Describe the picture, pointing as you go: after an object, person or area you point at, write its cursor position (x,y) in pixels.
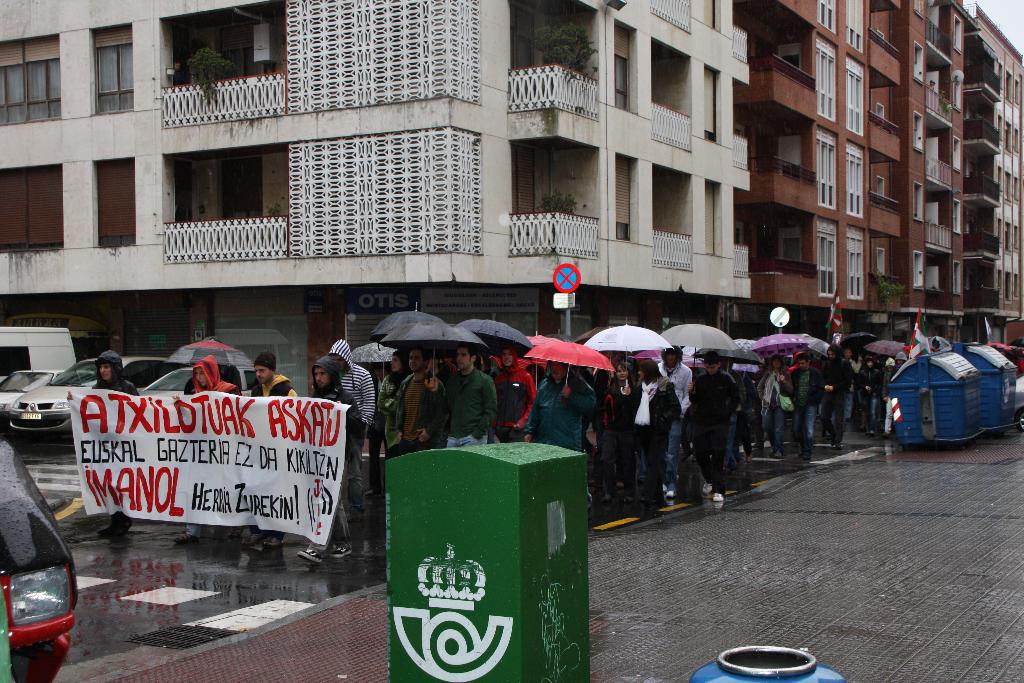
In this picture we can see some people (348,424) holding a banner (280,434) and some people (515,411) holding the umbrellas (631,339). On the right side of the people (497,358) there are plastic objects (964,369) and on the left side of the people (107,384) there are some vehicles (43,412) parked on the road (64,433). Behind the people (586,392) there are poles (568,317) with the boards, buildings (648,131) and flags (831,317).
